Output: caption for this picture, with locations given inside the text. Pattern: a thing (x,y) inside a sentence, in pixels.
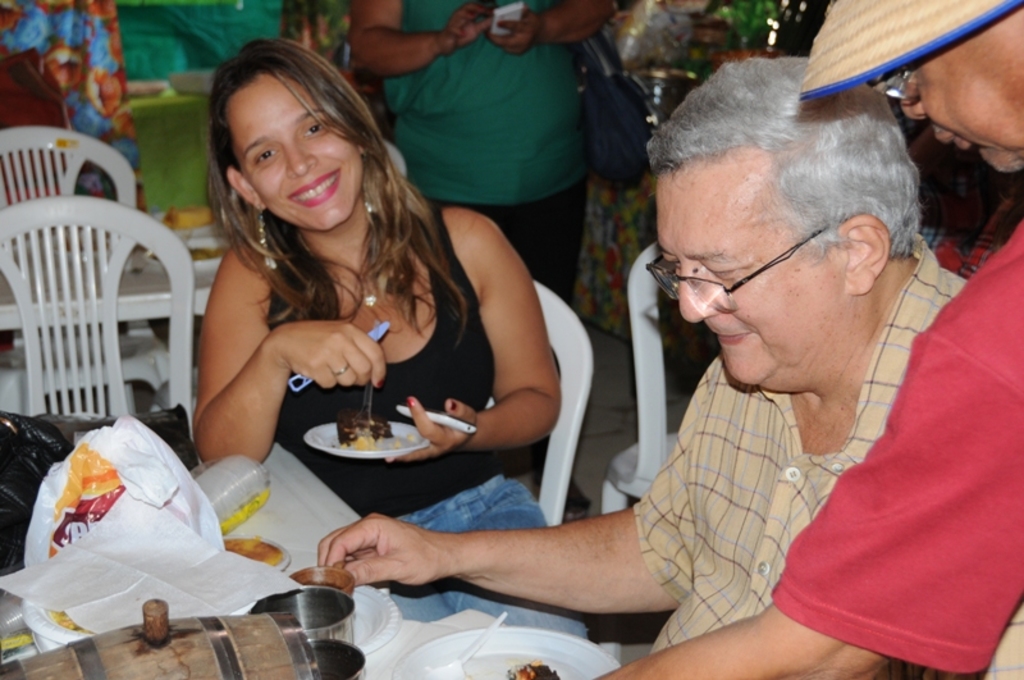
In this image there is a man (365,556) and a woman (362,264) sitting in front of a table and on the table (277,508) we can see a cover (135,467), glasses (261,482), plate (377,631) and tissues (183,563). In the background (593,18) we can see some empty chairs (145,241) and also few people (552,53) standing.
